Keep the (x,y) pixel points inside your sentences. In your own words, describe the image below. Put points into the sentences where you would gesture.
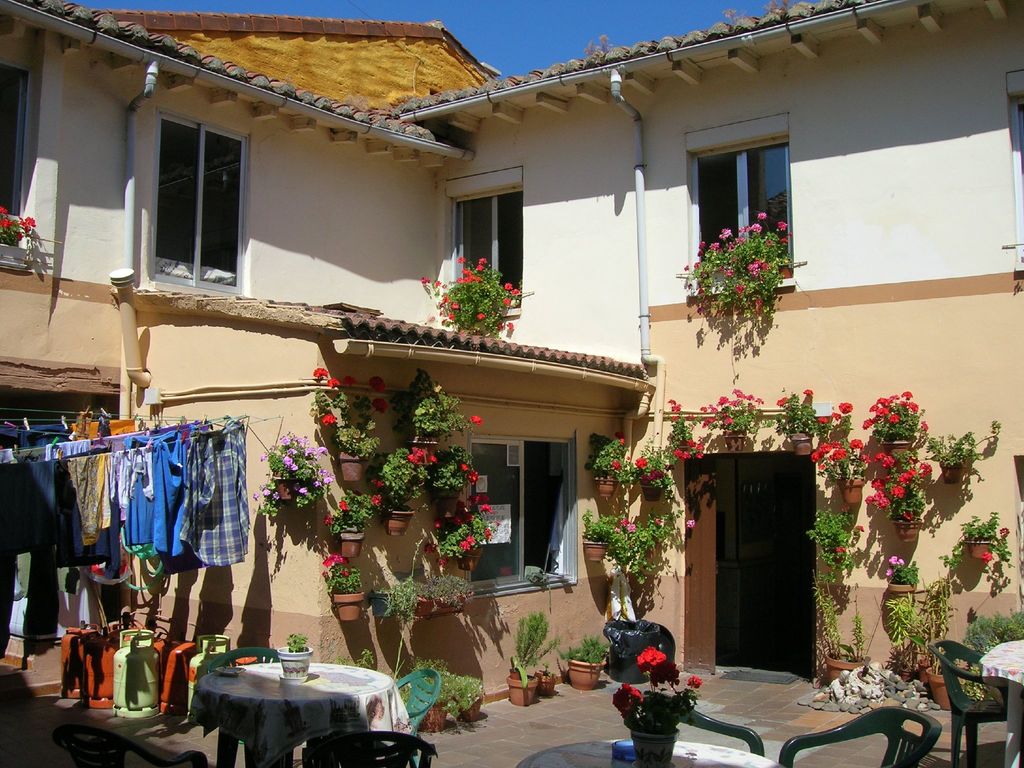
In this image in front (574,758) there are tables (760,767), chairs (959,713). On top of the tables (355,696) there are flower pots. In the background of the image (922,184) there is a building (520,226). There are flower pots (656,535). There are glass windows (163,177). On the left side of the image (116,660) there are cylinders (148,643). There are clothes (184,458) hanged to a wire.
